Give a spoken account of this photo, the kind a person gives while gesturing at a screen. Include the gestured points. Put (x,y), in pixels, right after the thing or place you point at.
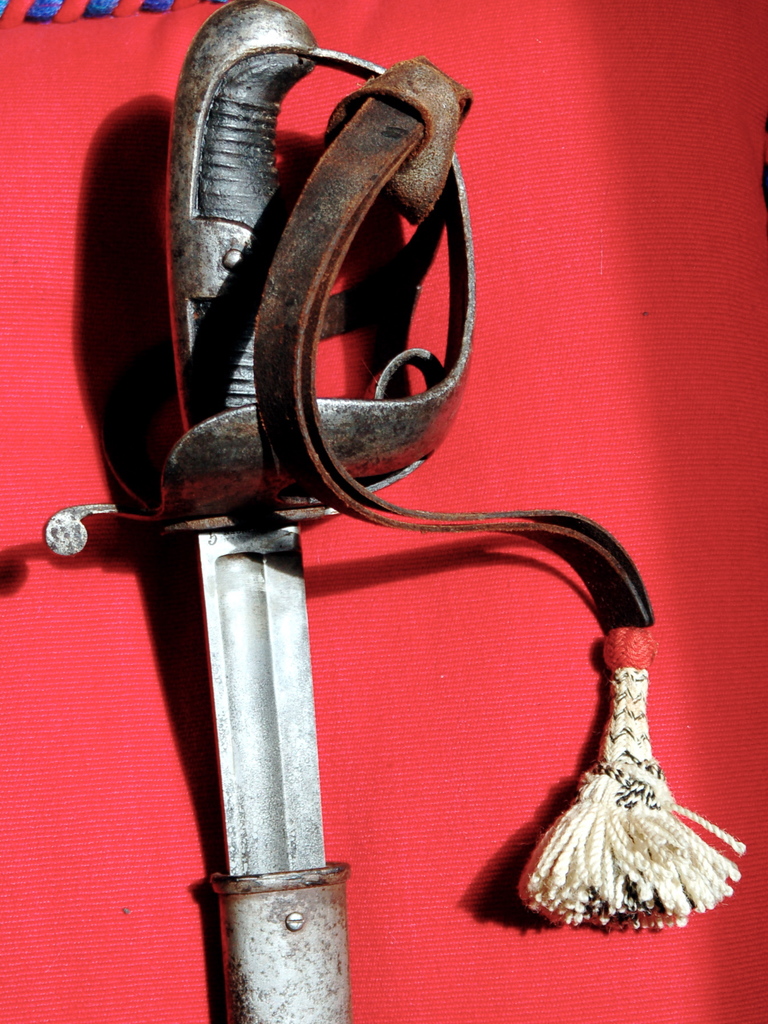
In this image I can see a sword (321,1023) and I can see red colour in background (385,688).
